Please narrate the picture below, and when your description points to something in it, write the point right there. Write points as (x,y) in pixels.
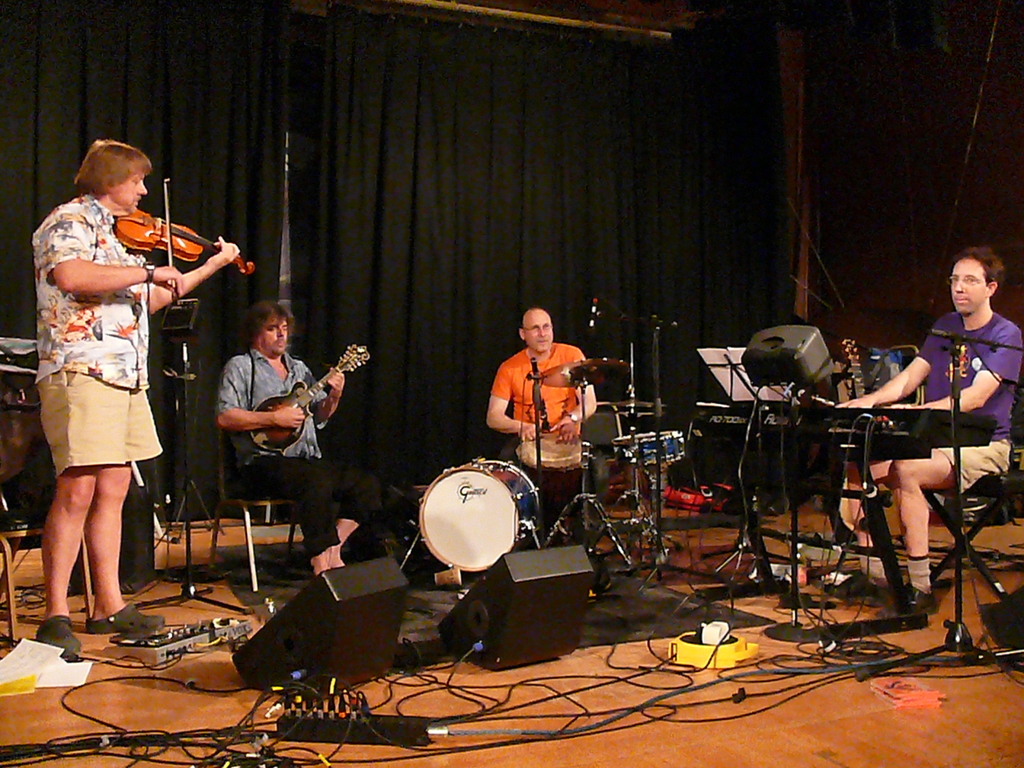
In the image we can see there are four people (316,456), one is standing and the rest are sitting. These are the curtains (424,423). This is a guitar (301,400). These people (304,367) are playing the musical instruments (162,233).
